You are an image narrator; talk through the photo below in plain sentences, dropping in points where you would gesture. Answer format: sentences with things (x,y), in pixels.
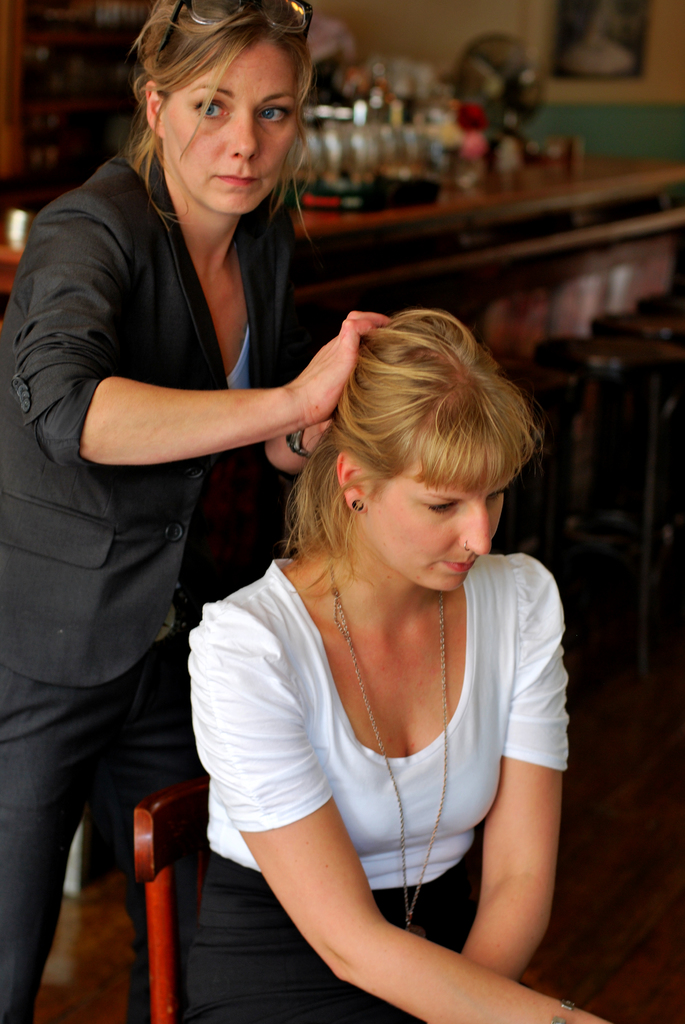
In the center of the image (331,615) we can see woman (321,773) sitting on the chair (137,868). On the left side of the image (156,112) there is a woman (139,621) standing behind the woman (300,566). In the background (357,212) there is a table (643,174), stools (574,361), some objects (387,198) on table (500,173), fan (511,111), photo frame (581,66) and wall (399,50).
